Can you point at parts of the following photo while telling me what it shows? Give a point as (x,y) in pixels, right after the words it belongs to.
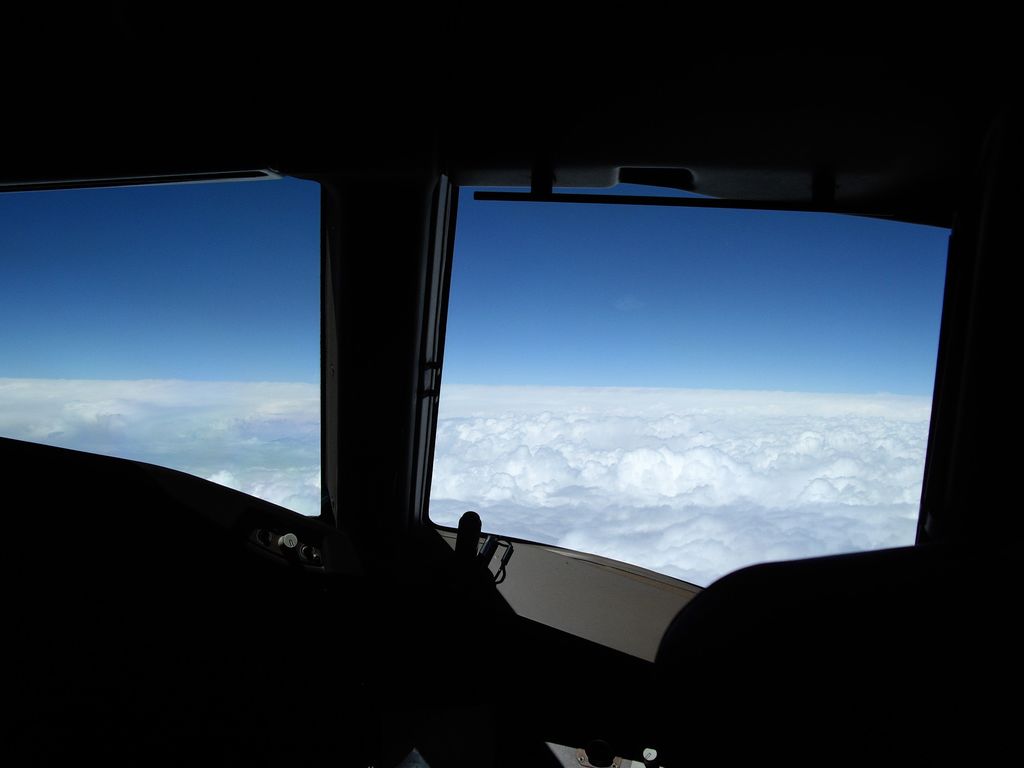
This is an inside view of an airplane (527,606). At the bottom (468,711), I can see few objects (822,706) in the dark. In the middle of the image (534,340) there are two window glasses (218,344) through which we can see the outside view. In the outside, I can see the clouds (631,428) and sky (709,315).
